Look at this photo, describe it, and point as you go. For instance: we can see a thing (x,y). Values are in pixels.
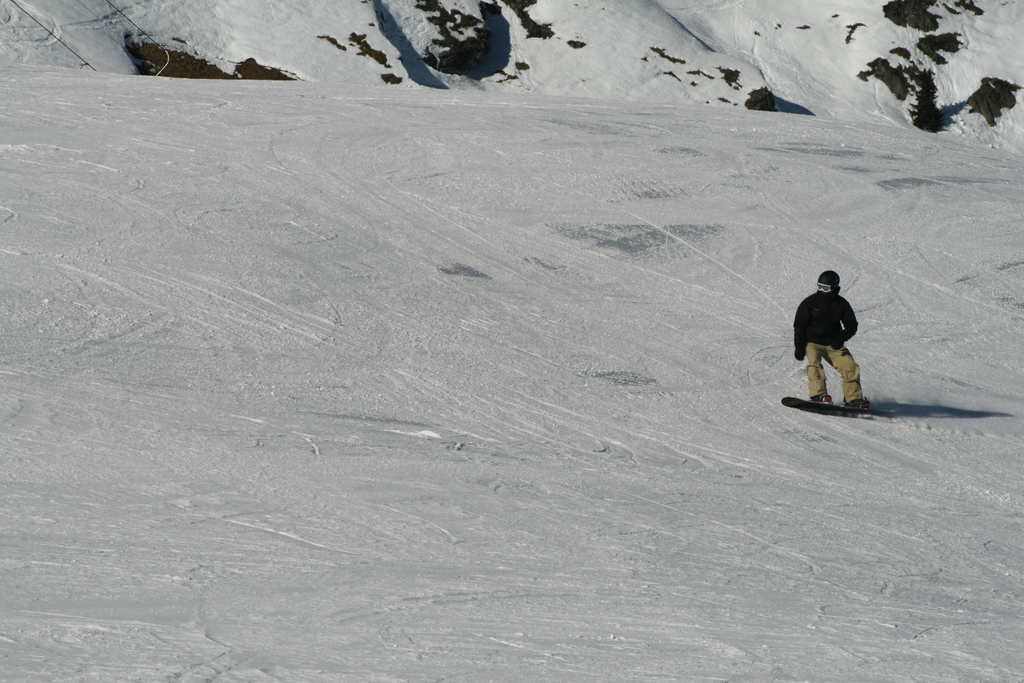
There is a man (806,330) wearing gloves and helmet (834,289) is snowboarding on the snow (620,468). In the background (154,66) there are rocks (172,63).
